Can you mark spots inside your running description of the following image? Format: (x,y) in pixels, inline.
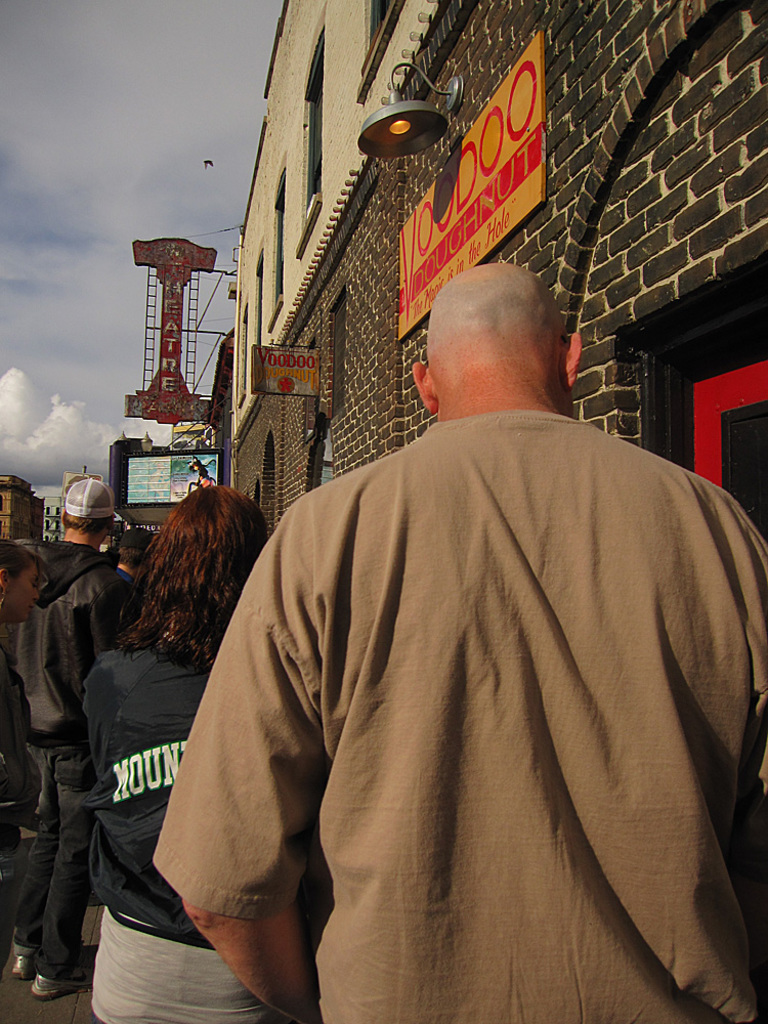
In this image there are group of people (395,582) standing, and on the right side (665,215) there is a wall (568,174), boards (420,207), lights (401,148), hoardings (176,456). And at the top of the image (93,260) there is sky (57,255).
